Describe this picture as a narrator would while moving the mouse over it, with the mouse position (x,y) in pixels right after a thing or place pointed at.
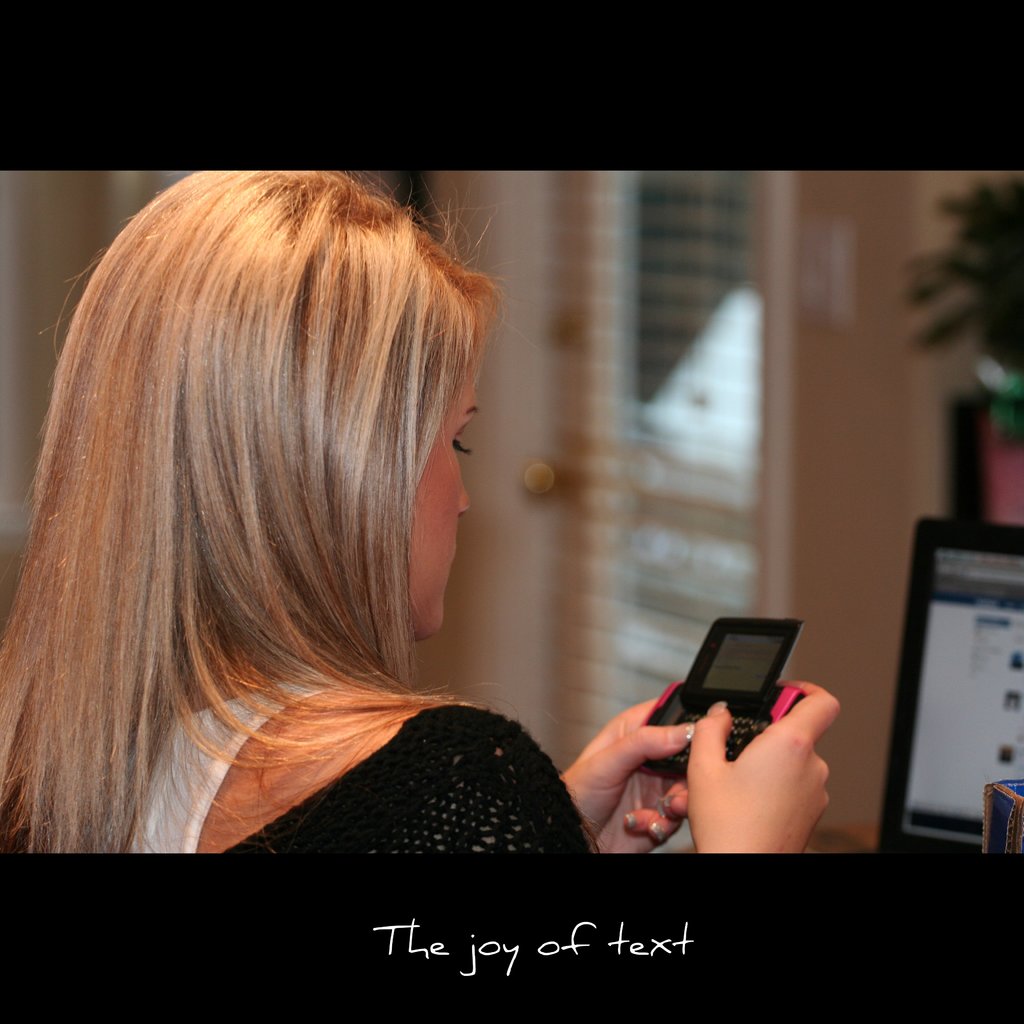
In this image I can see a woman (577,771) is using the mobile phone (738,725), on the right side (890,846) it looks like a laptop (940,727).
